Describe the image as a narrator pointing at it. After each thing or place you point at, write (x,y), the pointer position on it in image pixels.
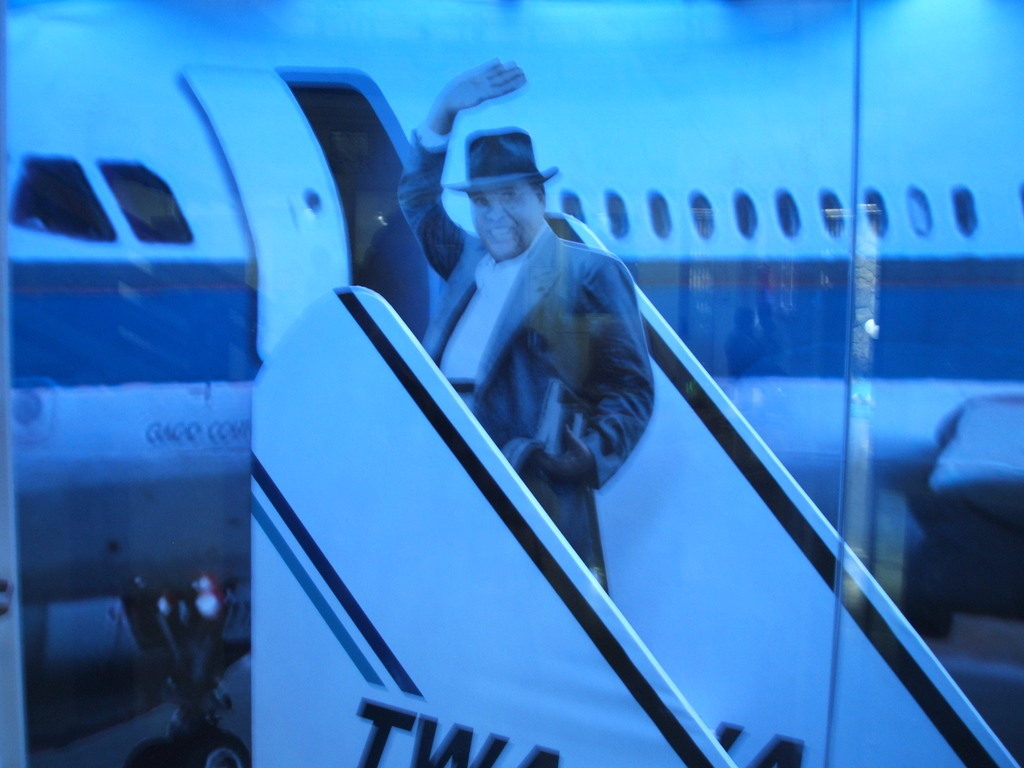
This image consists of a man (583,282) is standing on the stairs (510,494) of a flight (158,268). In the background (338,202), there is a plane (85,414) in white color.
